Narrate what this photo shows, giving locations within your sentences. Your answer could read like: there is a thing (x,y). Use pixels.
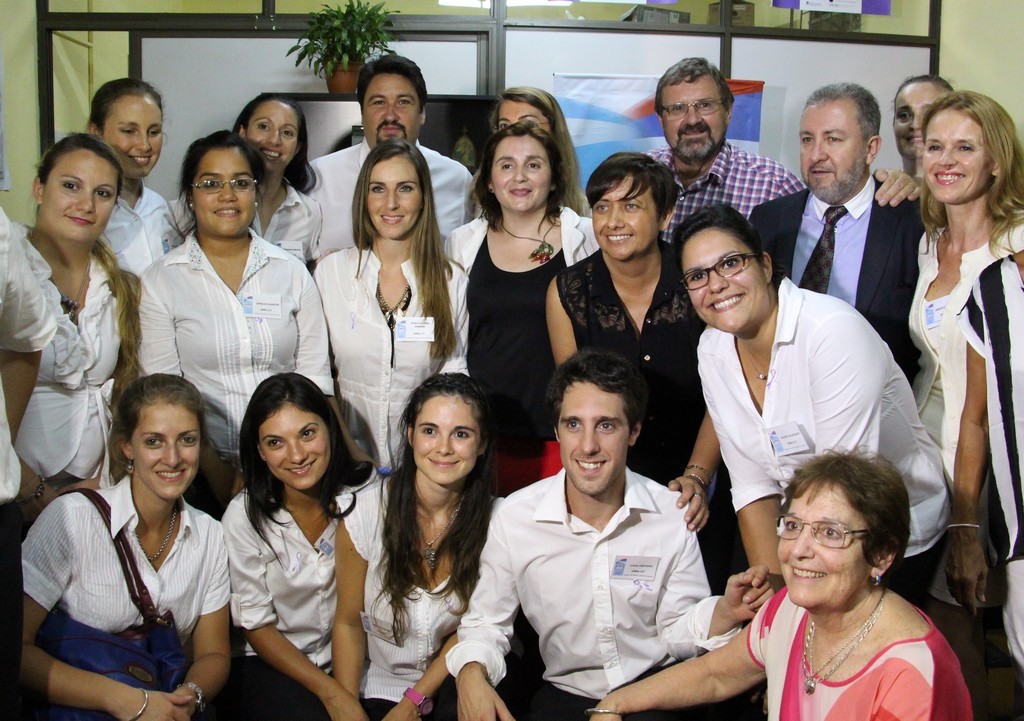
At the bottom (453,630) we can see few persons (410,592) in squat position and behind them there are few persons (426,292) standing. In the background (78,17) we can see wall (20,7), door (238,90), house plant (325,57) on an object (361,127), hoardings (652,86) and other objects (850,29).
